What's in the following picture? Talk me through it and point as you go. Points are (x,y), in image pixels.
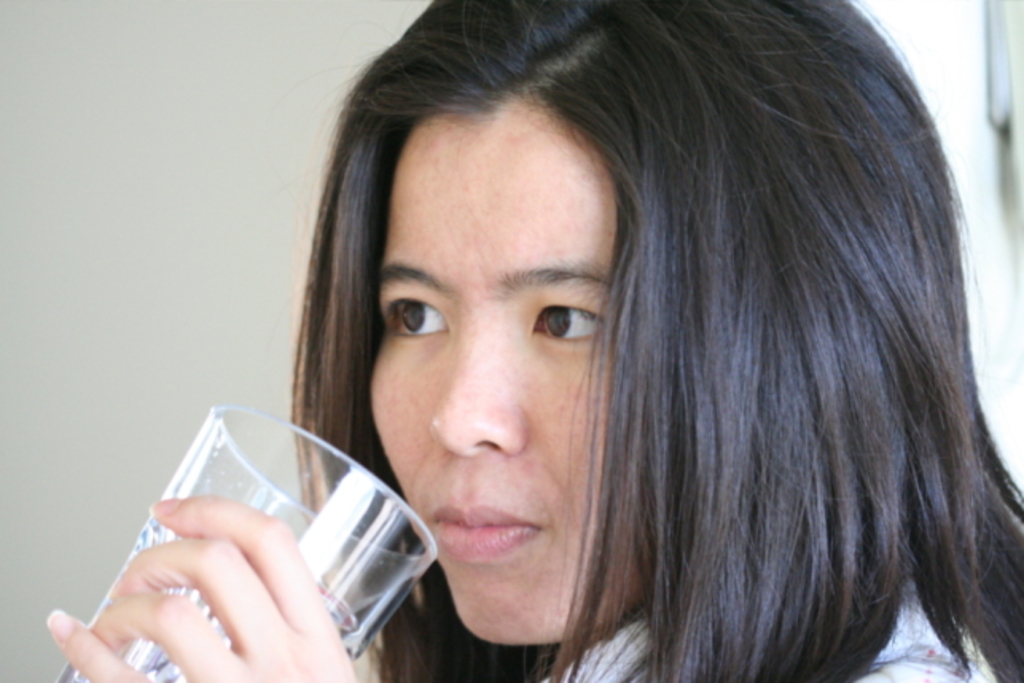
In this picture there is a woman (624,542) holding a glass (178,482). In the background of the image (996,413) we can see wall (146,211).
